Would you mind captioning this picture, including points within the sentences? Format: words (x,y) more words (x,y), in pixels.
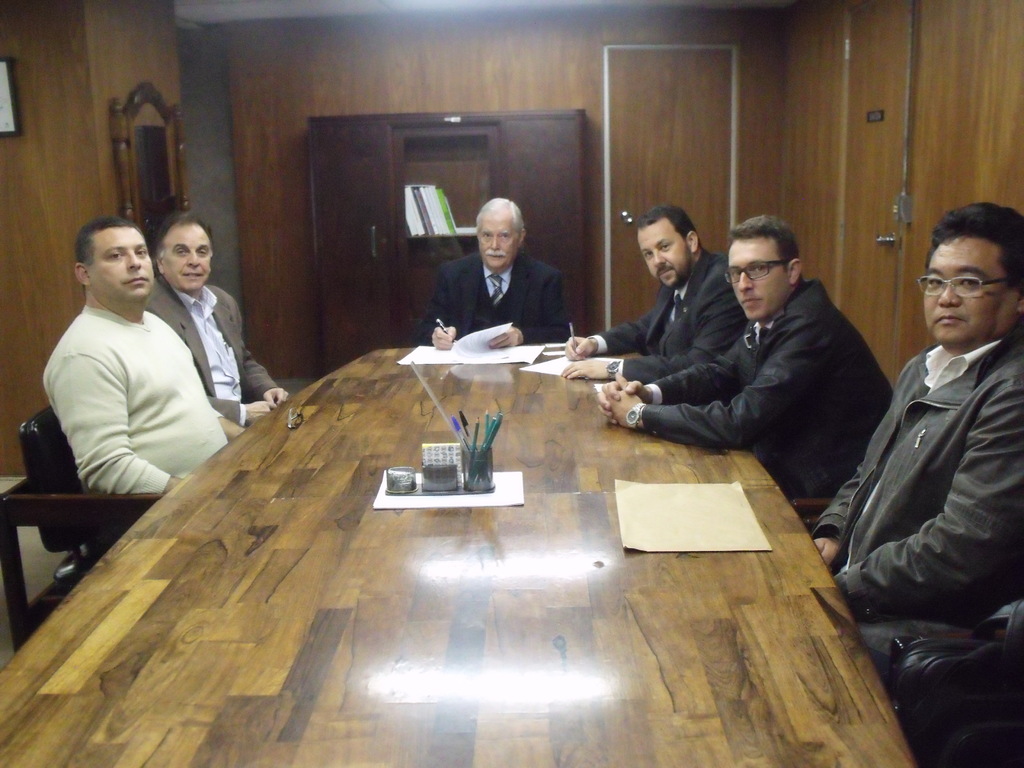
This is the picture inside the room (719,174). There are pens (491,428), papers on the table (388,745). At the back (353,195) there is cupboard (537,130), there are books (429,234) in the cupboard (424,240) and the left side (180,205) there is a mirror (150,97). There are people (869,348) sitting around the table (604,575).
